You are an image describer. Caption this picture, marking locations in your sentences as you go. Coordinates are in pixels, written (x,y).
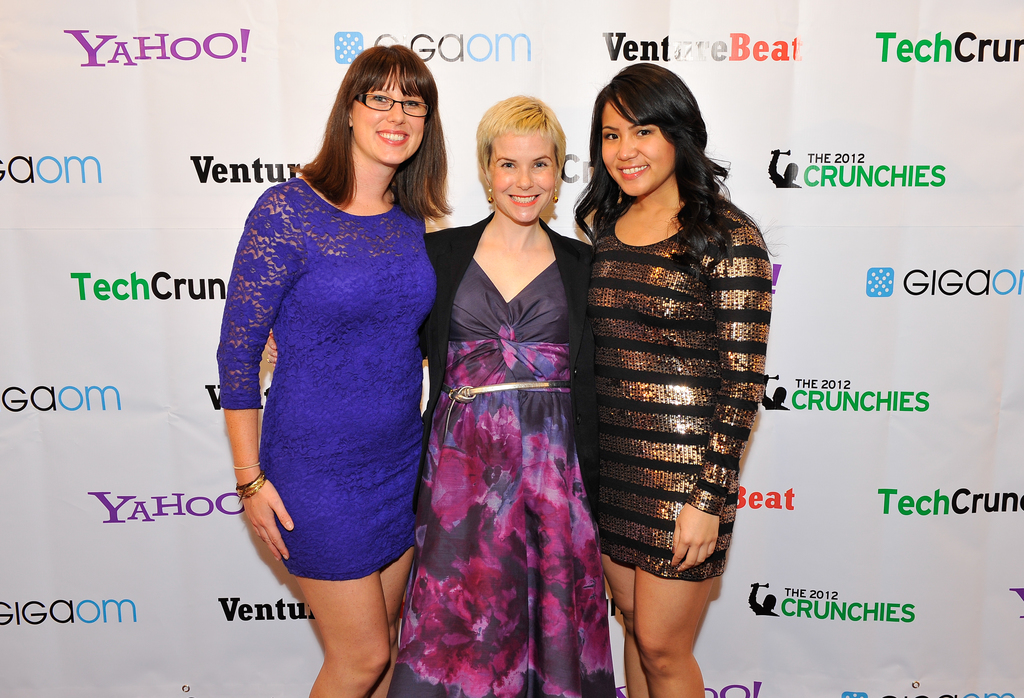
In this image, we can see persons (661,346) wearing clothes (393,296) and standing in front of the sponsor board (899,220).
